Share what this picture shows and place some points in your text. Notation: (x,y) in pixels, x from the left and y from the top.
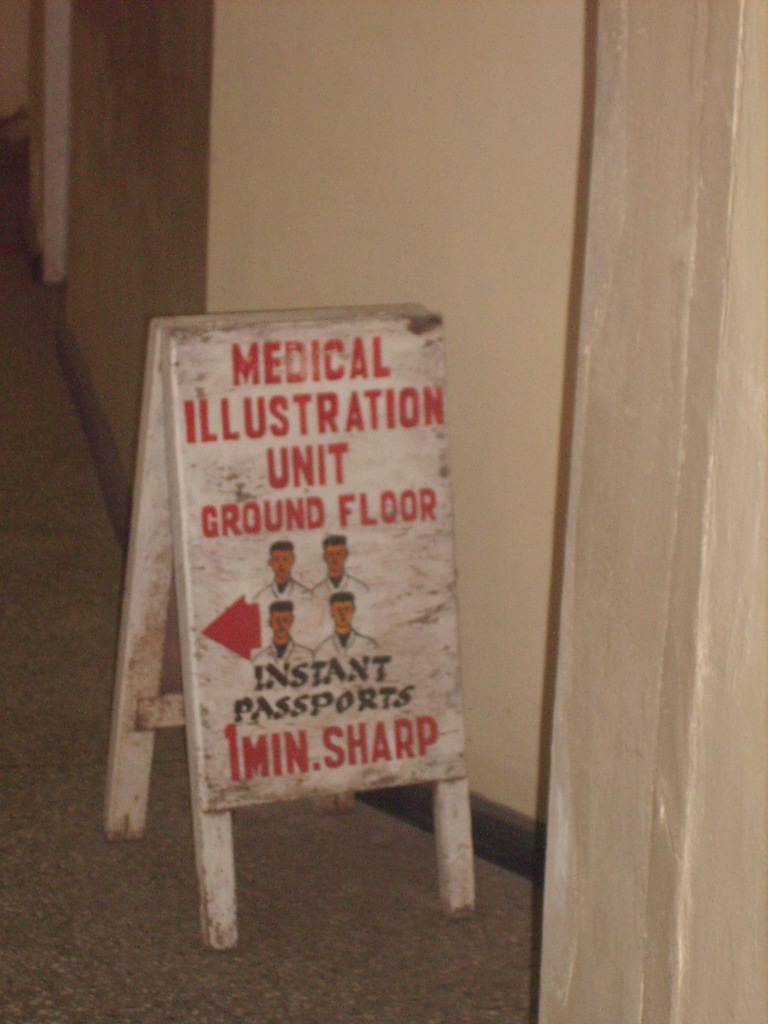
In this image in the front (271,575) there is a board (271,575) with some text (343,672) written on it. On the right side (708,642) there is a door frame (689,665). In the background (320,196) there is a wall (355,175).
